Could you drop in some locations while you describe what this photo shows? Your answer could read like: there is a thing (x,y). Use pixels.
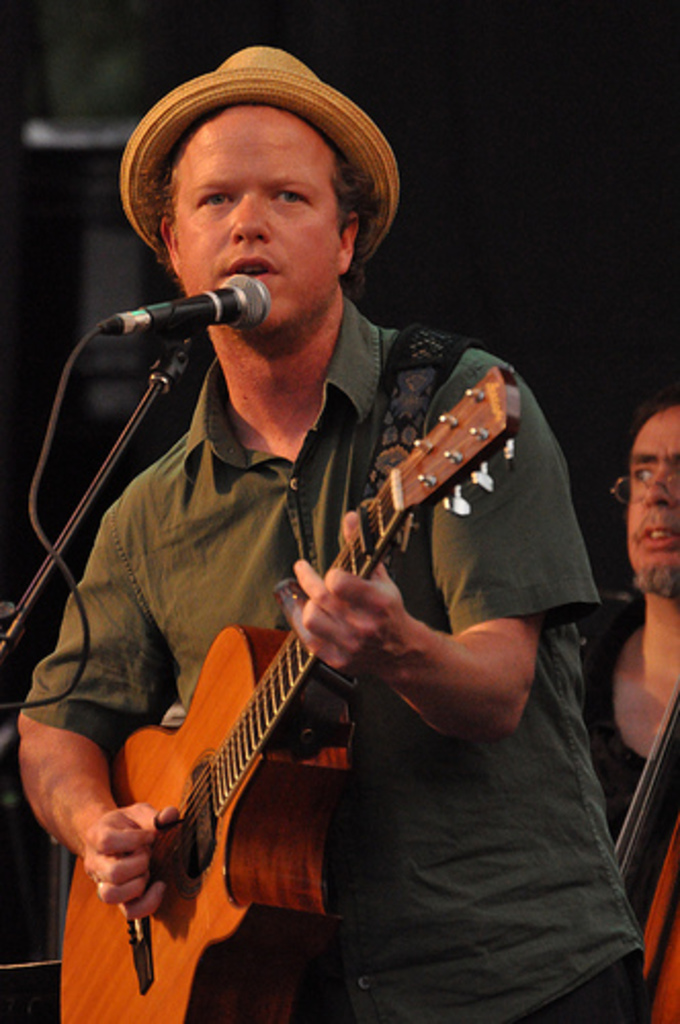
He is a person (507,580) standing in the center (237,383). He is holding a guitar (149,1017) in his hand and he is singing on a microphone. In the background (674,423) there is another person (674,671) who is on the right side (669,420).
